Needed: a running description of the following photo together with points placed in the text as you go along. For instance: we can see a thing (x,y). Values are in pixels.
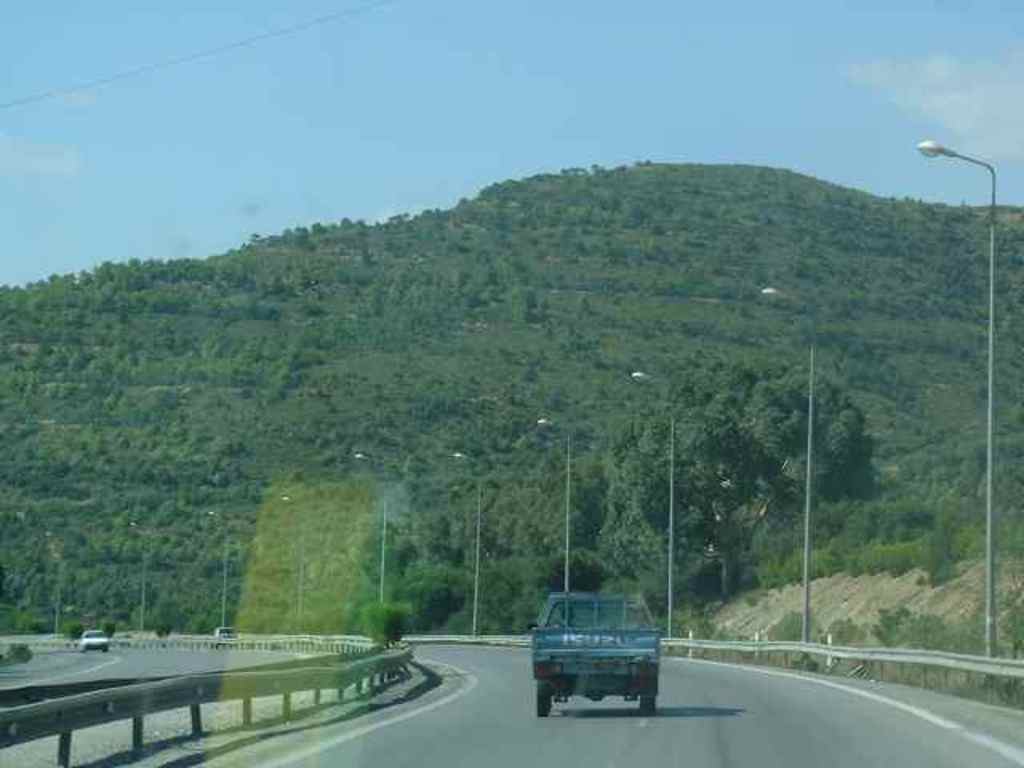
In the center of the image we can see a vehicle (594,653) on the road (608,738). On the right side of the image (1022,477) there are street lights (989,621) and trees (760,473). On the left side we can see vehicles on the road (149,669). In the background (619,325) there is a hill (284,425), sky (537,144) and clouds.
